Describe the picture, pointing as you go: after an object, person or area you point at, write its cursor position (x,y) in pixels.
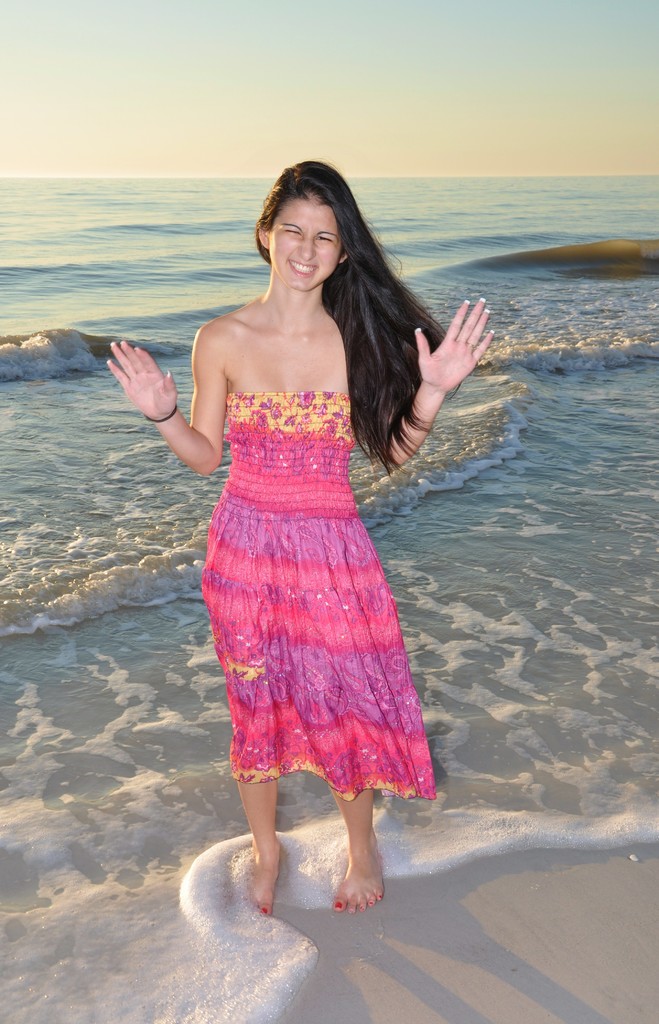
In this picture we can see a woman (387,441) is standing and smiling, there is water (110,314) in the background (79,265), we can see the sky (383,52) at the top of the picture (335,47).
